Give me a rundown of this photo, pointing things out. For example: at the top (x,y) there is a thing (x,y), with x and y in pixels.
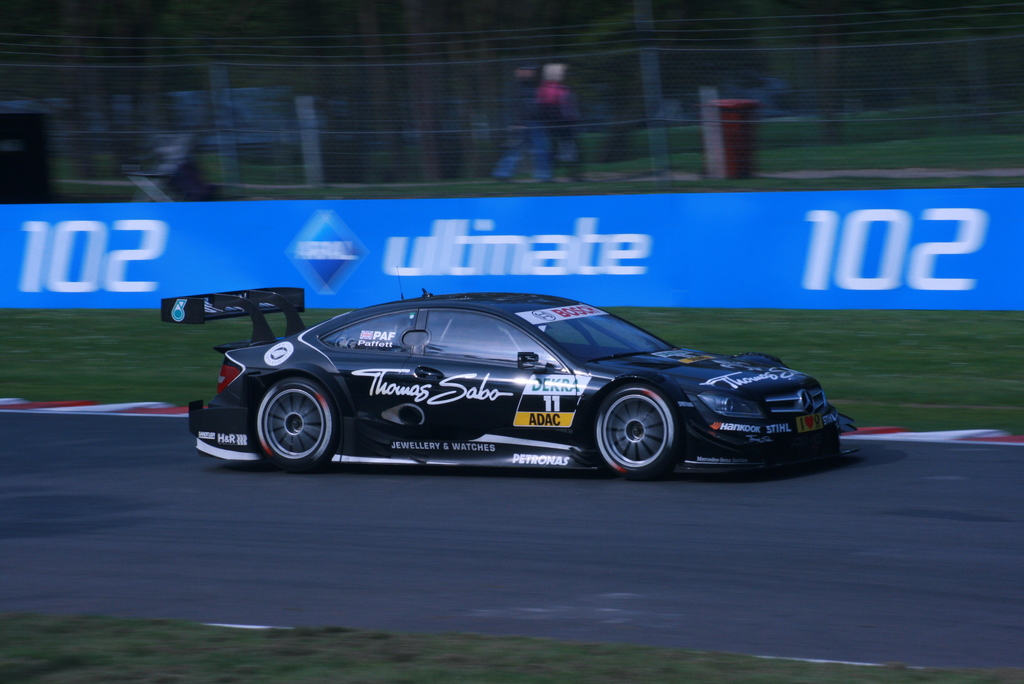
In the image there is a sports car (582,375) on the road (971,468), the picture is captured while the car (520,386) is in motion, in the background (1,209) there is a banner (496,237).
